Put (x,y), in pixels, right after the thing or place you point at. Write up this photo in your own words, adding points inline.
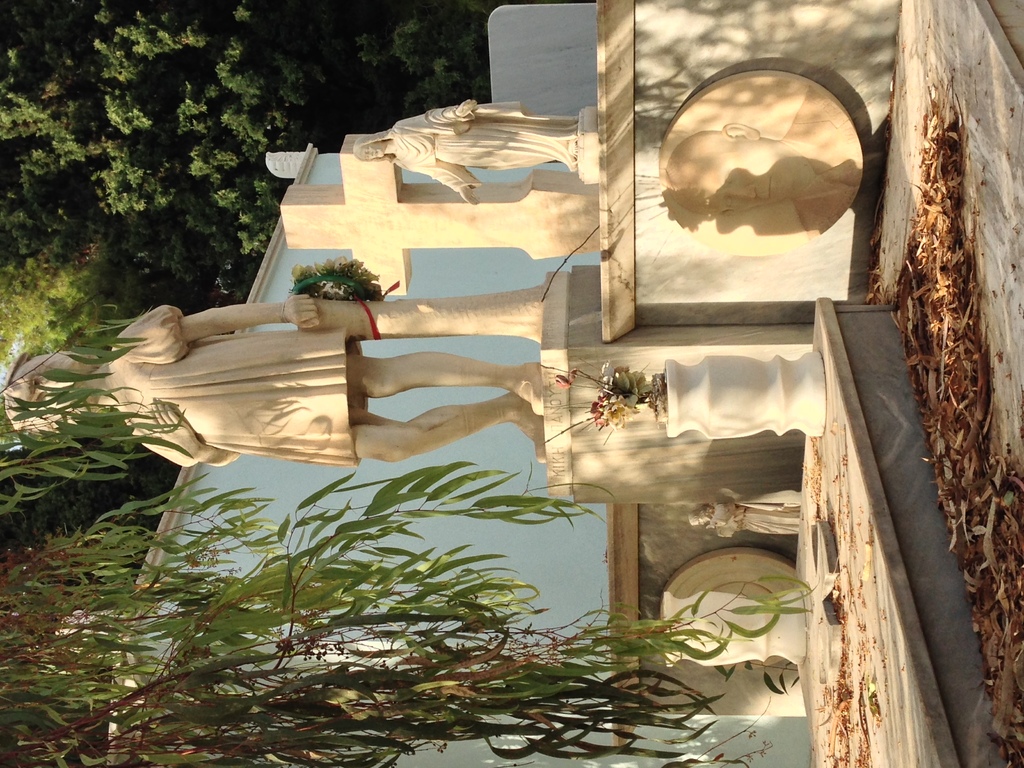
In this picture there are statues (343,313) and a flower pot (683,397) in the center of the image (526,345) and there are trees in the background area of the image (182,208).
